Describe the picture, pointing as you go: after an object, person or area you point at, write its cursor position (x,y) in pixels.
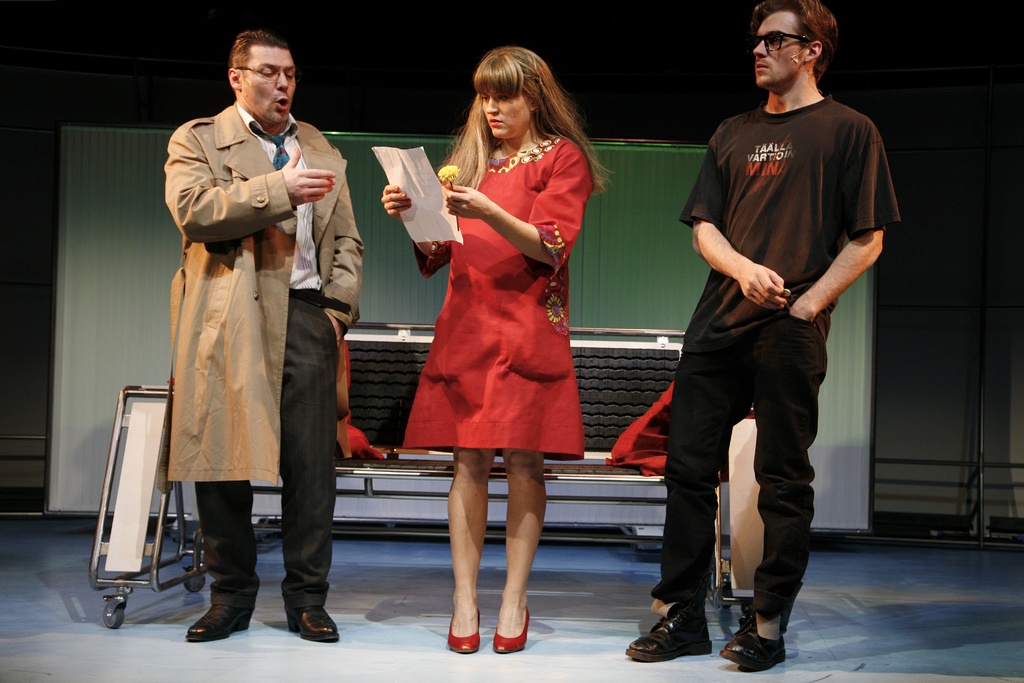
In this picture, we can see there are three people (422,420) standing on the stage (396,605) and a woman (507,302) in the red dress (541,288) is holding a paper (420,193) and a flower (441,180). Behind the people (305,366) there is a bench (611,386) and other things (607,290).
